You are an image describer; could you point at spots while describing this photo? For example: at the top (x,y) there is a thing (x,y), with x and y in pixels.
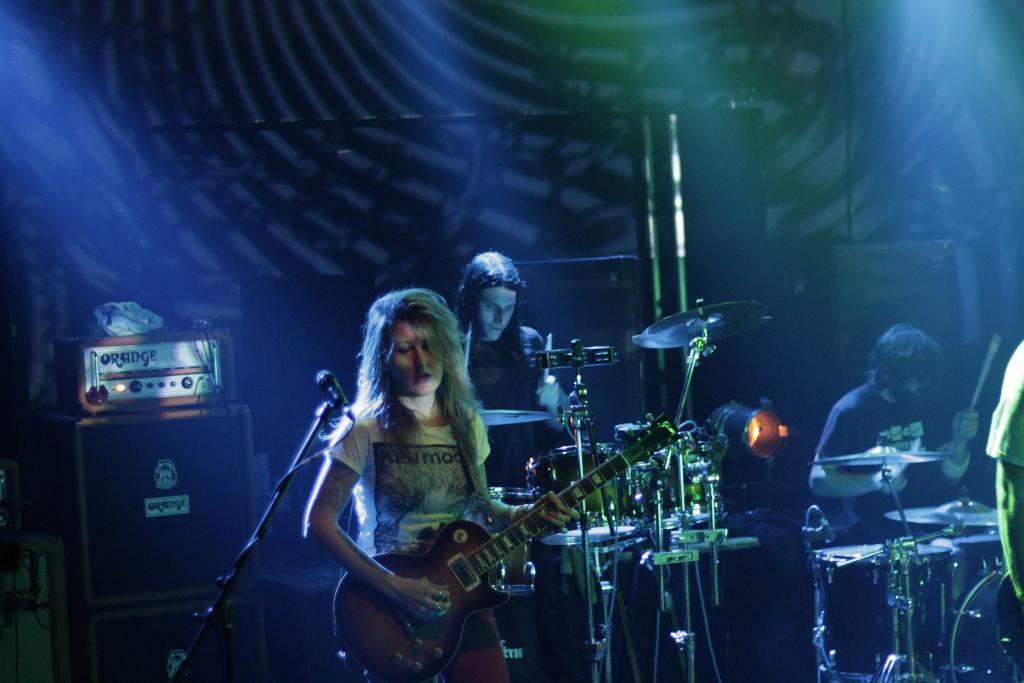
This is the picture where we have three people (428,412) playing some musical instruments (885,452) and behind them there are some amplifiers (212,481) and other things (48,554).
